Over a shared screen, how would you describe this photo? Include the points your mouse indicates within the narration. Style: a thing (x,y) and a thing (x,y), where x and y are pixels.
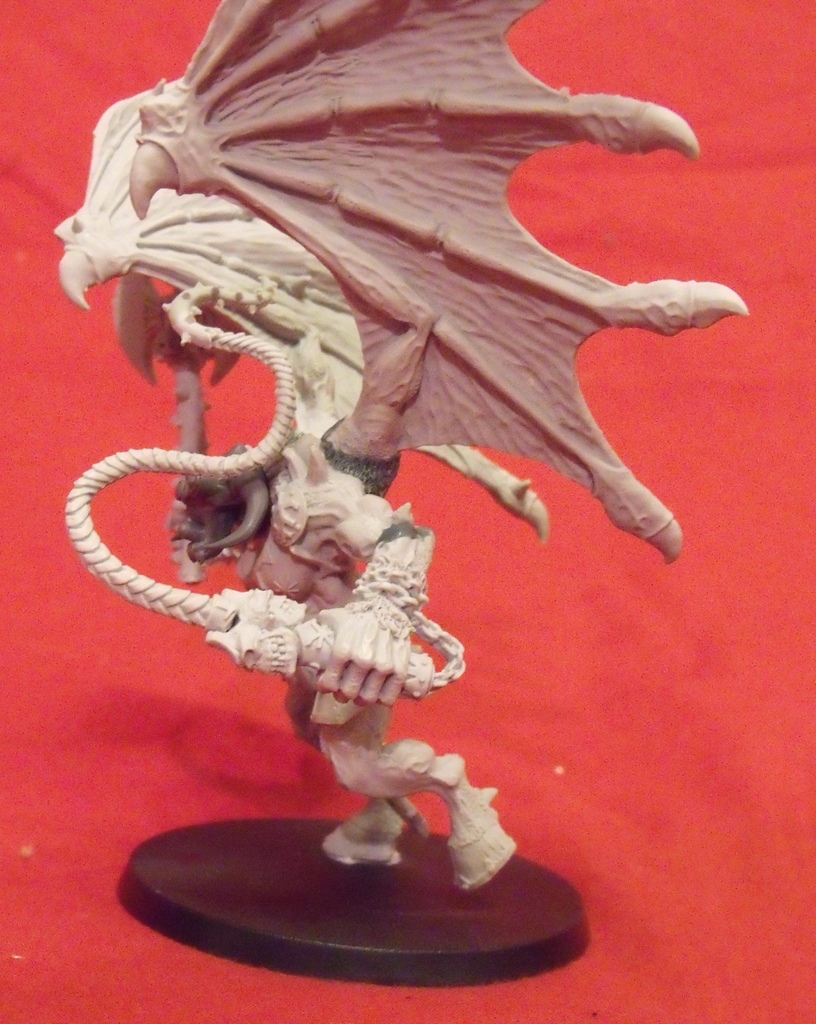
The picture consists of a sculpture (393,594) on a red color mat (683,685).
